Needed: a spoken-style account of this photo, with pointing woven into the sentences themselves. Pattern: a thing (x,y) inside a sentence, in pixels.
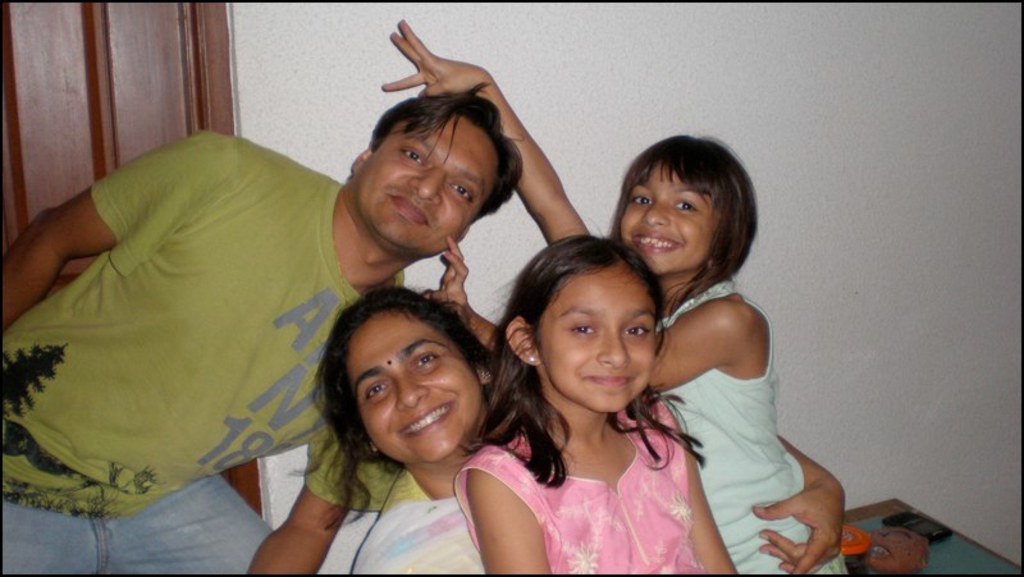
In front of the image there are a few people (208,539) having a smile on their faces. Beside them there is a mobile (923,529) and a few other objects (884,552) on the table (868,521). In the background of the image (43,60) there is a closed door (194,83). There is a wall (825,230).
